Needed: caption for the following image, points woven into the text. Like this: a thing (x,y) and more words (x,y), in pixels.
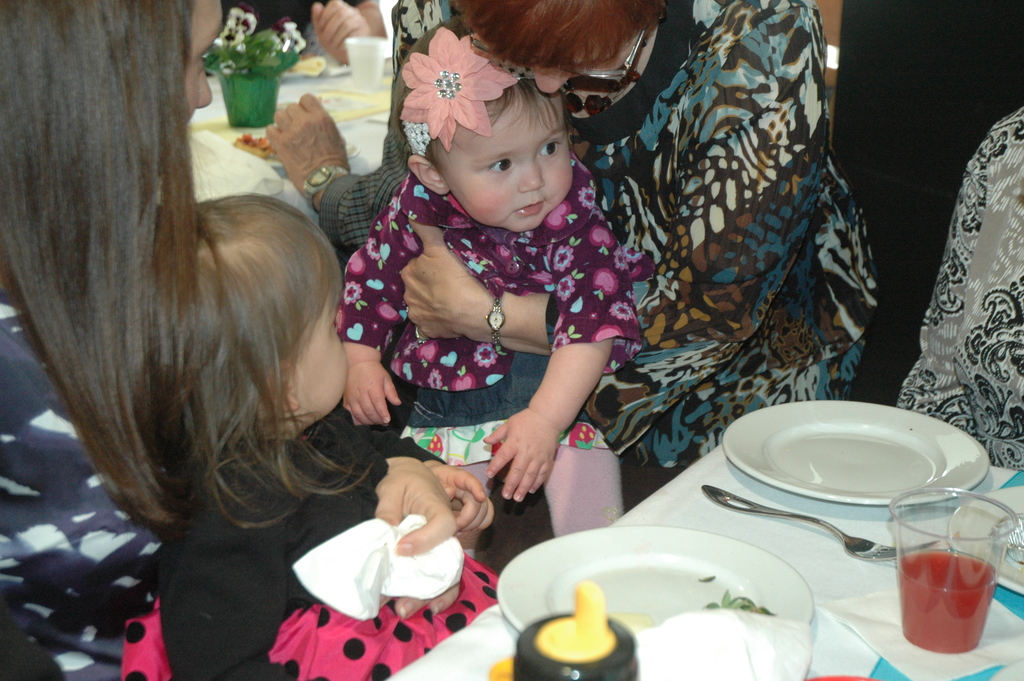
Here we can see some persons (591,200). This is table (866,661). On the table (843,560) there are plates (785,488), bottle (528,632), and a glass (973,617).
